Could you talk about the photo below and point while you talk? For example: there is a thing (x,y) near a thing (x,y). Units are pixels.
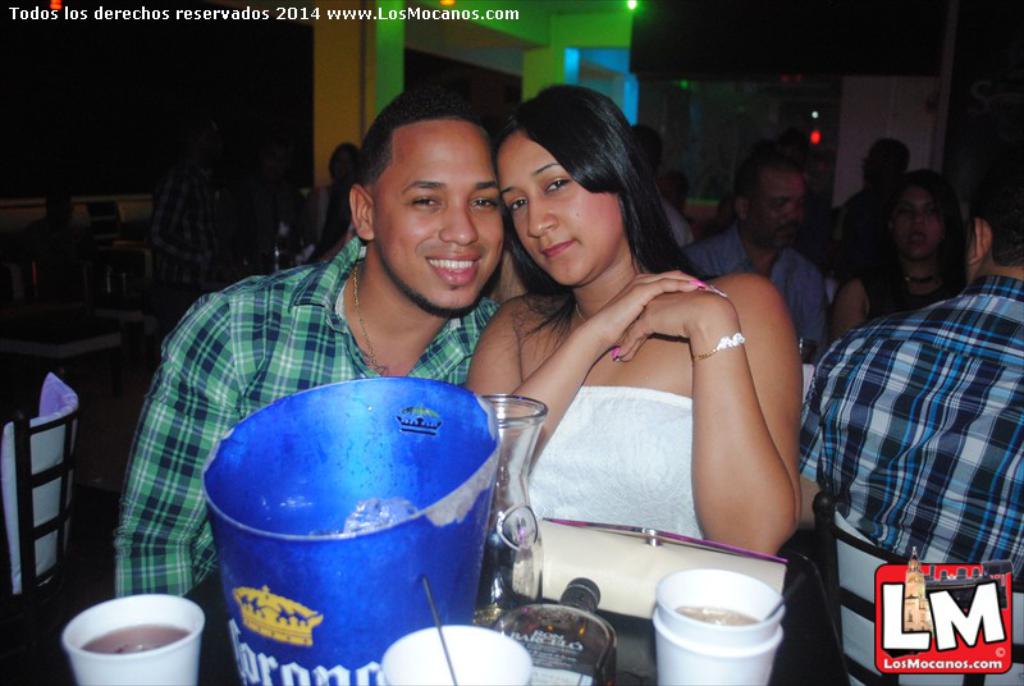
In this image I can see number of people (506,214) are sitting on chairs (859,644). On the bottom side of this image (278,675) I can see a blue bucket (410,445), few glasses (768,586), two bottles (562,609) and a watermark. On the top left side of this image (71,5) I can see one more watermark (42,18) and in the background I can see few lights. I can also see an empty chair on the bottom left side of this image (54,562).
